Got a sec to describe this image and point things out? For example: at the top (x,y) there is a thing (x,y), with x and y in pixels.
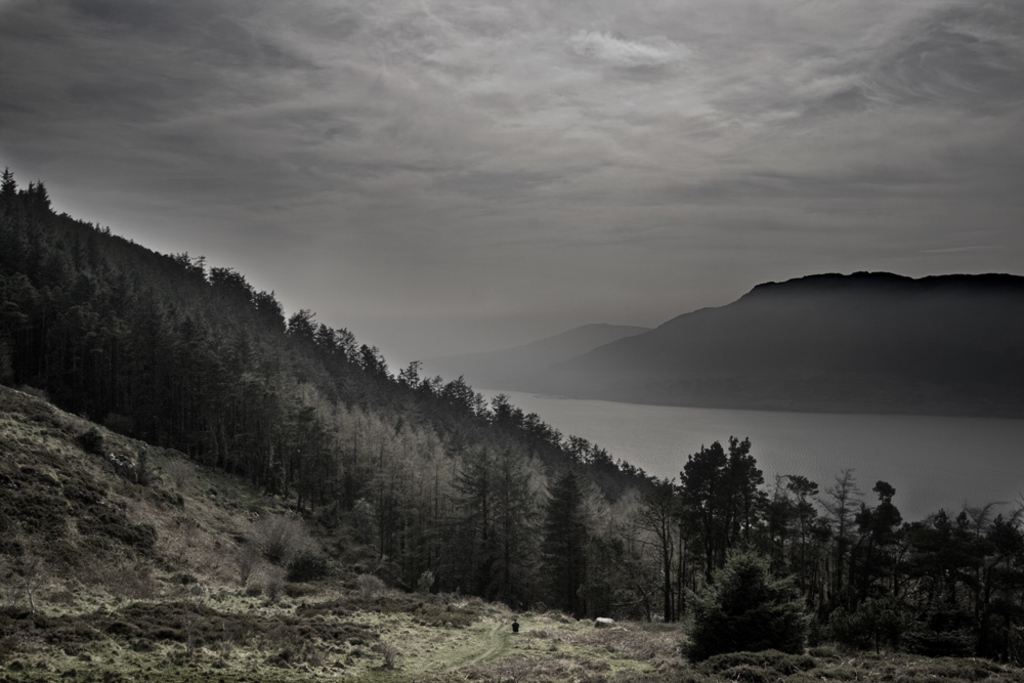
This is a black and white picture, there are many trees (370,474) and plants (10,442) on the hill (228,516) in the front (385,588), in front of it there is a lake (698,433) followed by mountains (689,334) behind it and above its sky (545,131) with clouds (473,129).
